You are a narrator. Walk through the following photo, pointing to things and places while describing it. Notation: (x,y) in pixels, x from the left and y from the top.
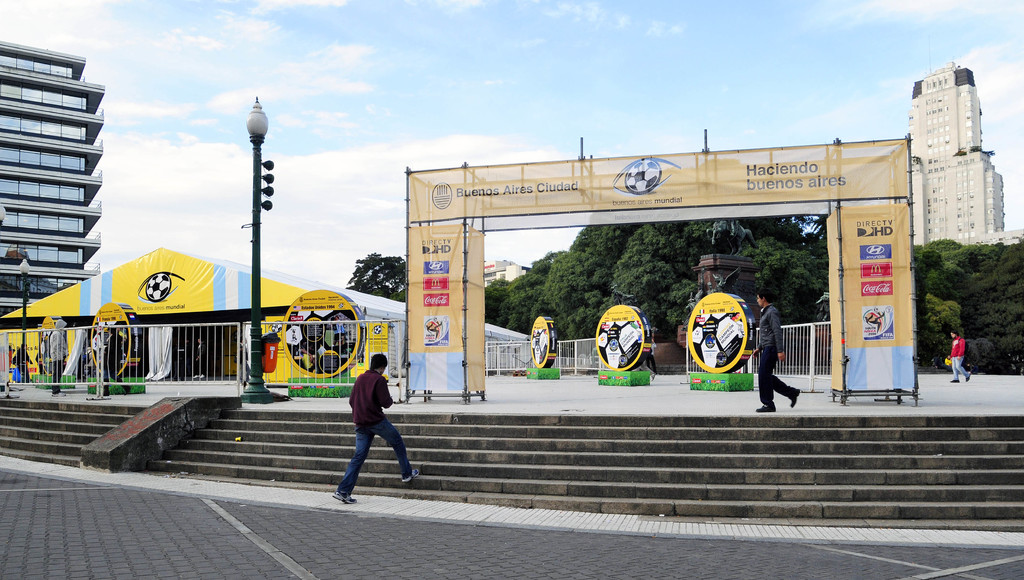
In this image, we can see people (66,353) wearing clothes (55,340). There are some trees (607,298), barricade stands (809,332) and some objects (345,345) in the middle of the image (548,364). There are steps (530,439) at the bottom of the image (599,445). There is a flex arch gate (524,196) in front of the statue (733,291). There are street poles (253,253) on the left side of the image (253,266). There is a tent (239,303) behind the barricade stand (185,334). There is a building (59,208) in the top left (68,61) and in the top right of the image (947,101). There are clouds (318,162) in the sky (266,87).
